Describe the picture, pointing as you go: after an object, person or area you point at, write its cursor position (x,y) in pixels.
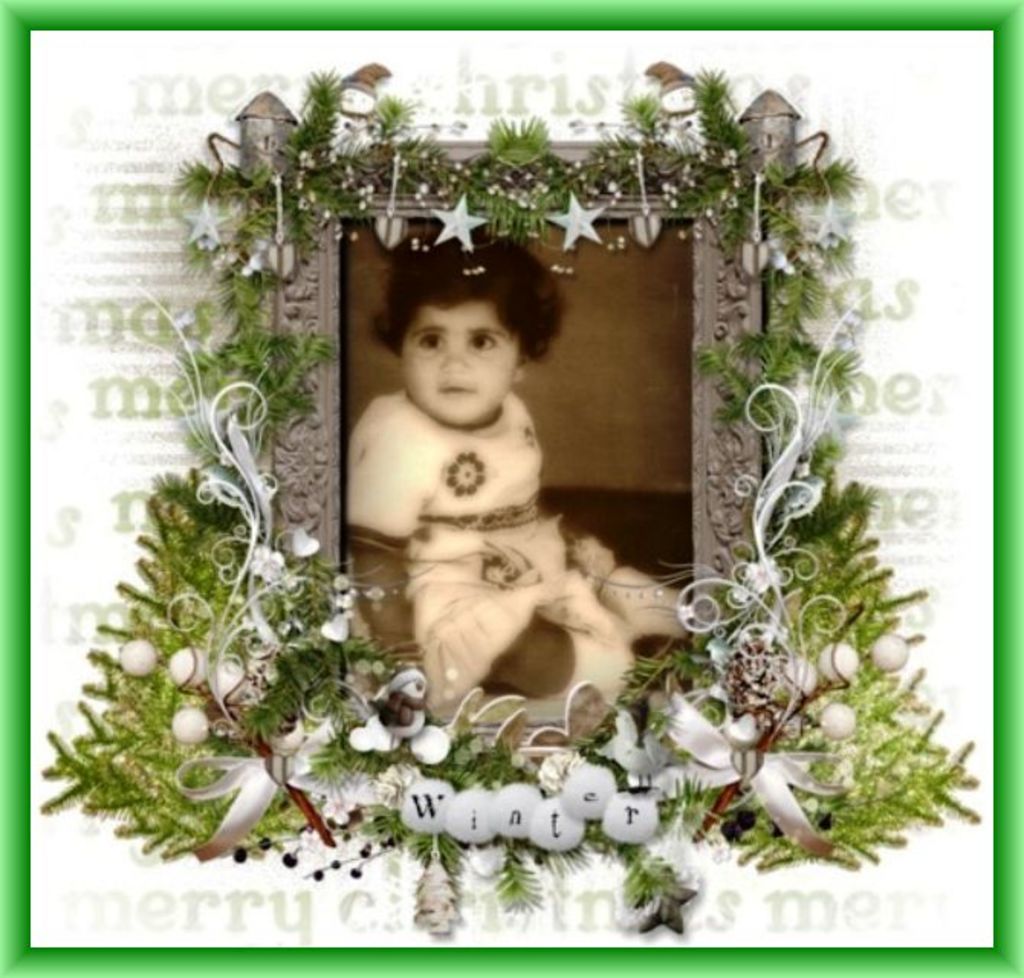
In this picture we can see a photo frame (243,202), in the frame (436,488) we can find a child (455,411).
